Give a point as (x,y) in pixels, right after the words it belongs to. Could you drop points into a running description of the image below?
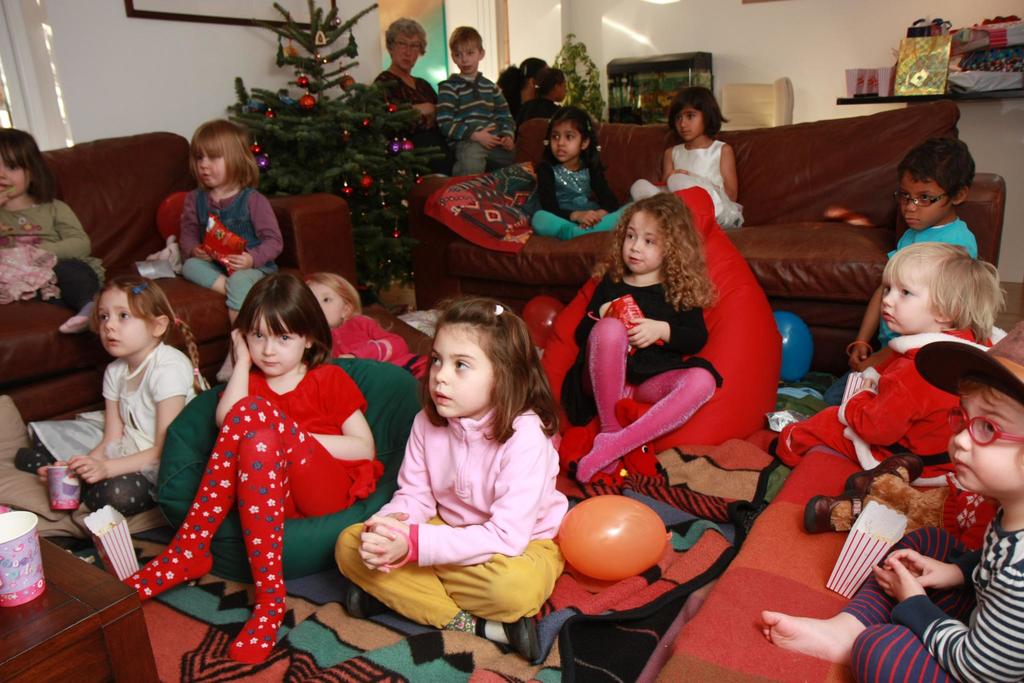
This image is clicked inside a room (283,220). There is a sofa (576,272) in the middle (576,272). People (46,228) are sitting on the sofa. There is a table (57,591) at the bottom left corner (62,625). There are so many children (548,518). There is a Christmas tree (330,152) at the top (346,145). There are gifts (959,62) in the top right corner (897,83).
